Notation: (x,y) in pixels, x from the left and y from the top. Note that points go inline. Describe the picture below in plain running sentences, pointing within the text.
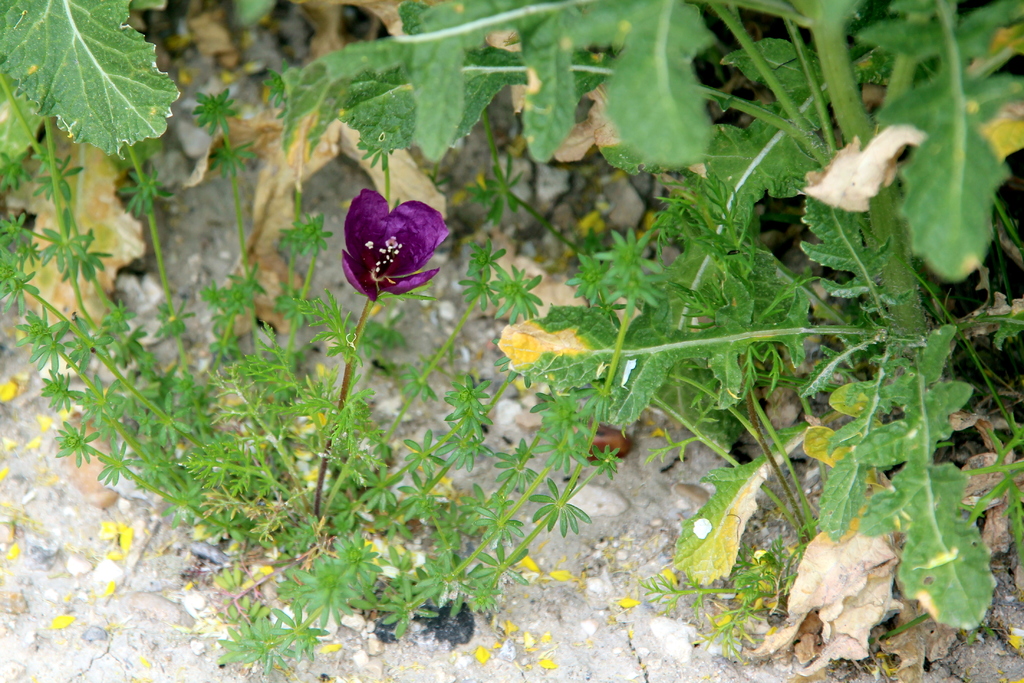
In this image there is a purple flower (376,245) to the stem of a plant (354,347), around that there are so many plants (26,133).
